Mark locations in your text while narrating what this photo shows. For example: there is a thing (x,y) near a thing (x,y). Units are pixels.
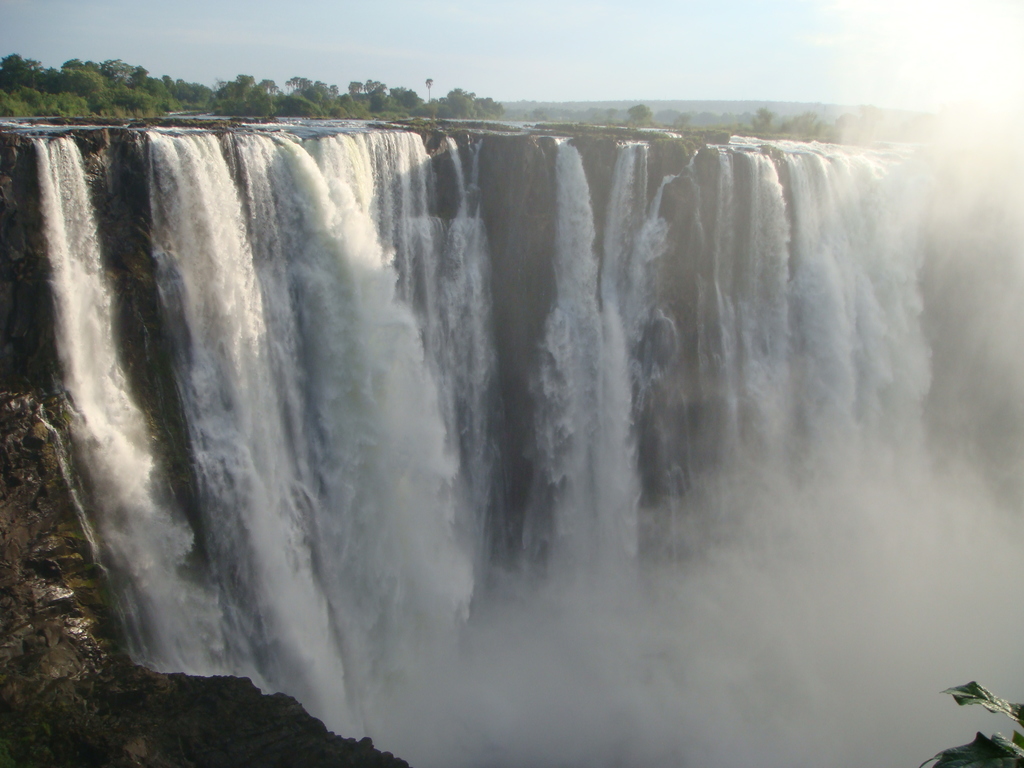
In this image I can see waterfall (620,362) and in the background (181,97) I can see number of trees (227,98) and the sky (566,67).
